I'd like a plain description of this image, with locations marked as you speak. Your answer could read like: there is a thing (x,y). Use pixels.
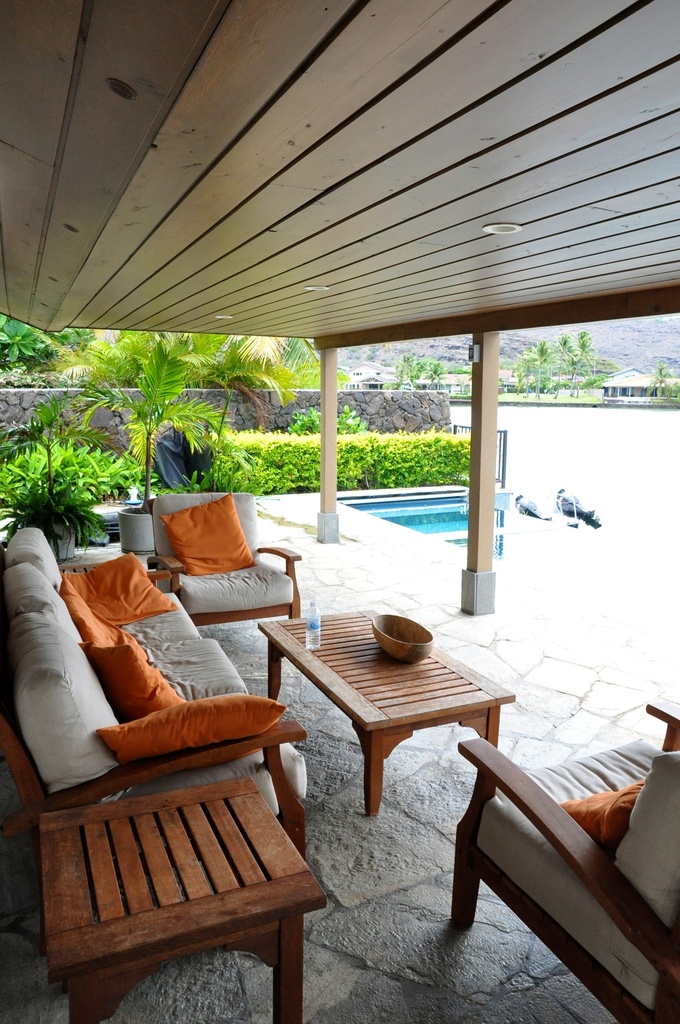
This picture shows a sofa (25,685) and two chairs (249,574) and a table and we see few trees (103,435) and few plants (311,432) around.
